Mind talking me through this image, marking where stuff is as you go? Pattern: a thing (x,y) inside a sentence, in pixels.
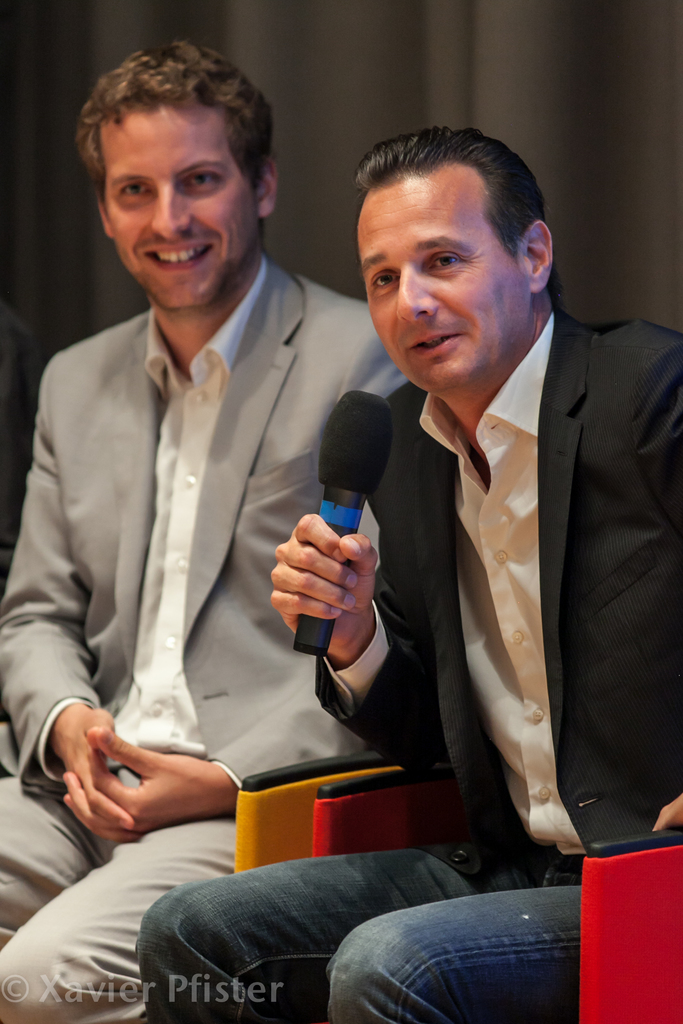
In this image I can see two people (316,699) sitting on the chairs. These people (237,646) are wearing the different color dresses (284,660) and one person (322,573) holding the mic (344,507). I can see the ash color cloth (353,98) in the back (353,140).
